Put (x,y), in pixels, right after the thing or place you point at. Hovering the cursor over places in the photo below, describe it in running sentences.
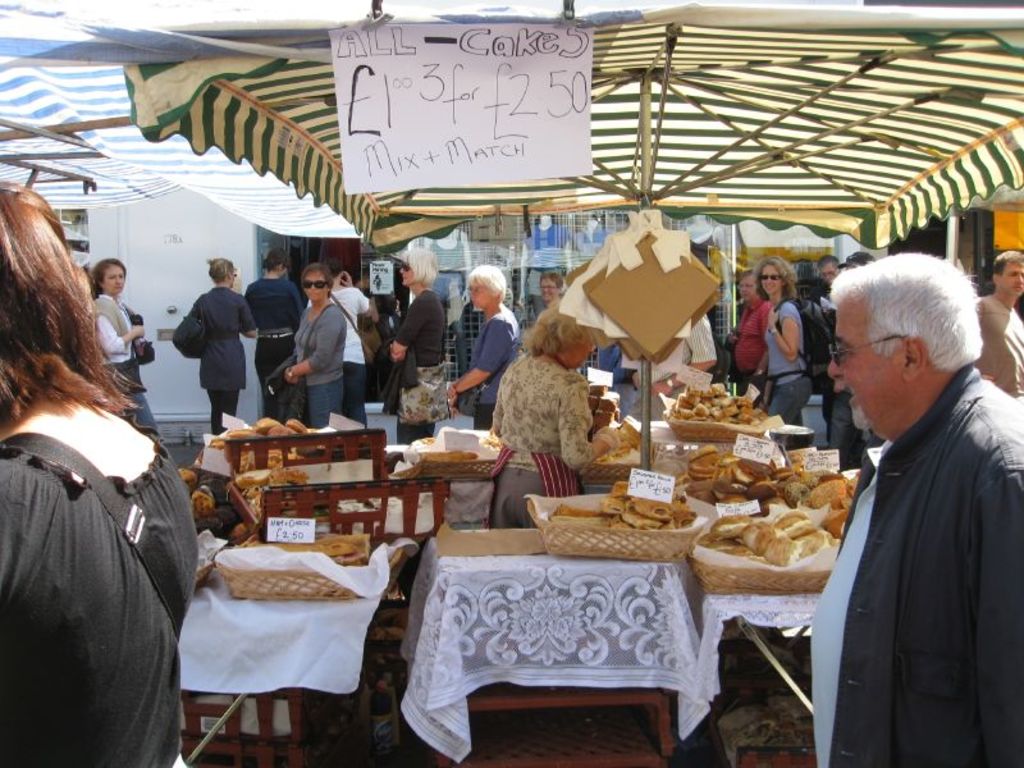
There are lot of crowd (870,334) standing around food stalls (258,629) under a tent (604,132). There are few cakes (762,559) kept on bench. there is a label (483,179) showing the price of food (792,537).
